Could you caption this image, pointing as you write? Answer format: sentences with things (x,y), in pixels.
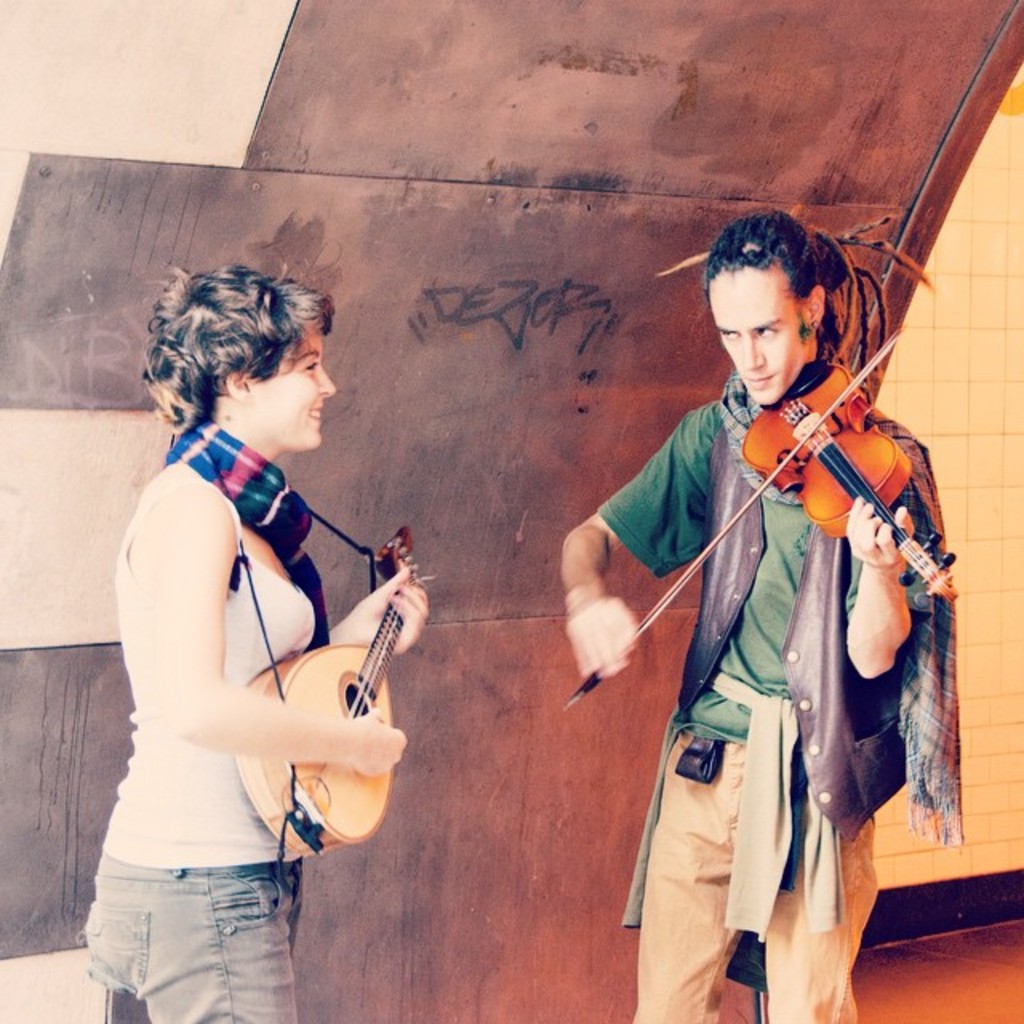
In this image i can see a woman (261,568) and a man (689,546) standing and playing instruments (383,566) at the back ground (449,426) i can see a board (667,198) and a wall (962,347).
